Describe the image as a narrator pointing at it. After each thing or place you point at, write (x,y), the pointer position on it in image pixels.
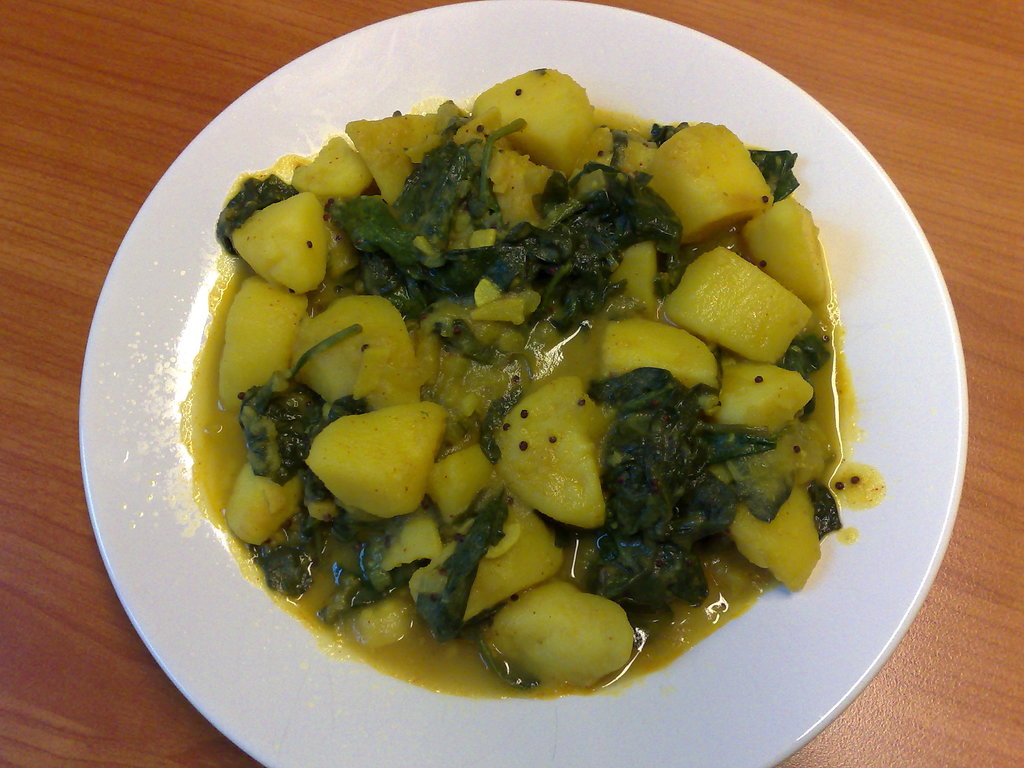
In this image we can see some food (440,378) on the plate (167,401). There is a wooden surface (86,625) in the image.
